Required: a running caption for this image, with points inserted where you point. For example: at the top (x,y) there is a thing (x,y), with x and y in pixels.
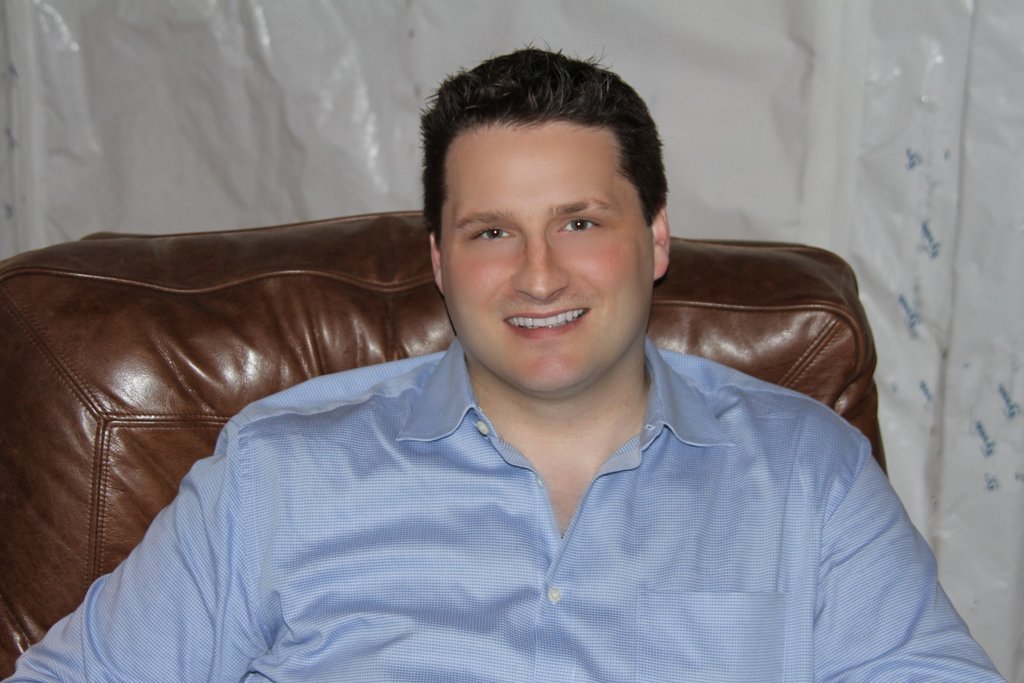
In the foreground of the picture (529,310) we can see a person (490,458) sitting in a couch (150,378). In the background (242,68) there is a white color object (807,106).
